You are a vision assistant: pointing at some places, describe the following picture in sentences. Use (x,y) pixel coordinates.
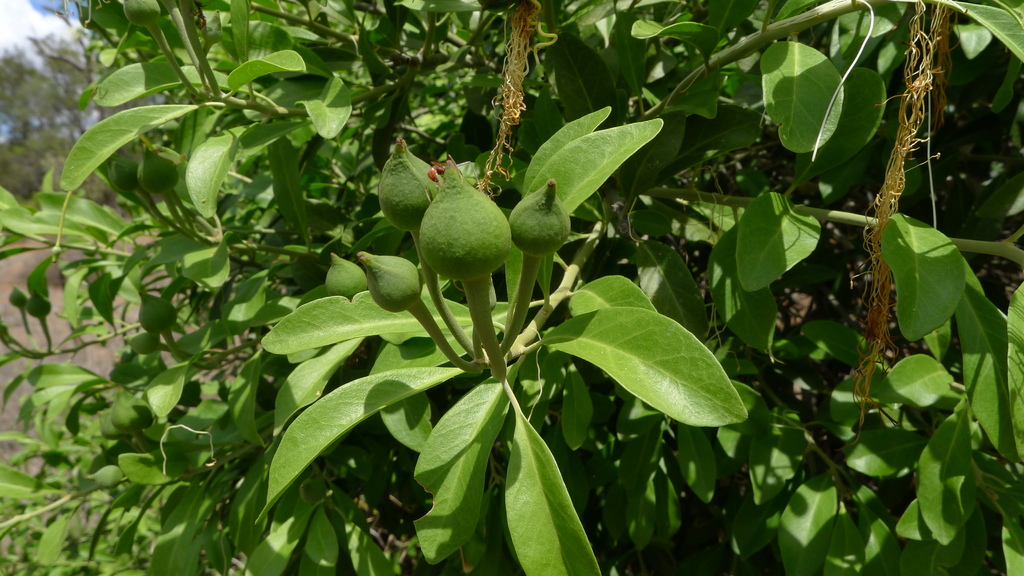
In the center of the image (501,281) we can see one tree (572,340) and fruits (407,190), which are in green color. In the background (41,34) we can see the sky (41,34), clouds (41,34), trees (77,87) etc.
